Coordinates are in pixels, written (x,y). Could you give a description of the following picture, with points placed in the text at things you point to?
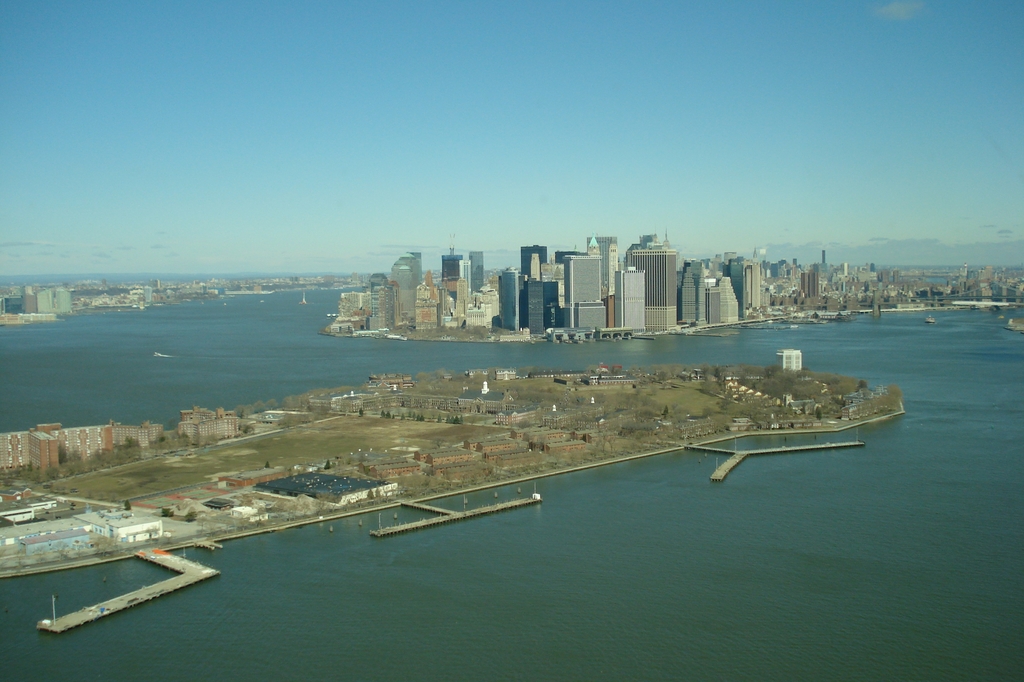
In this image we can see water (750,444), ground (133,473), trees (526,442), bridges (85,617), and buildings (24,295). In the background (558,188) there is sky (628,195) with clouds (933,256).
